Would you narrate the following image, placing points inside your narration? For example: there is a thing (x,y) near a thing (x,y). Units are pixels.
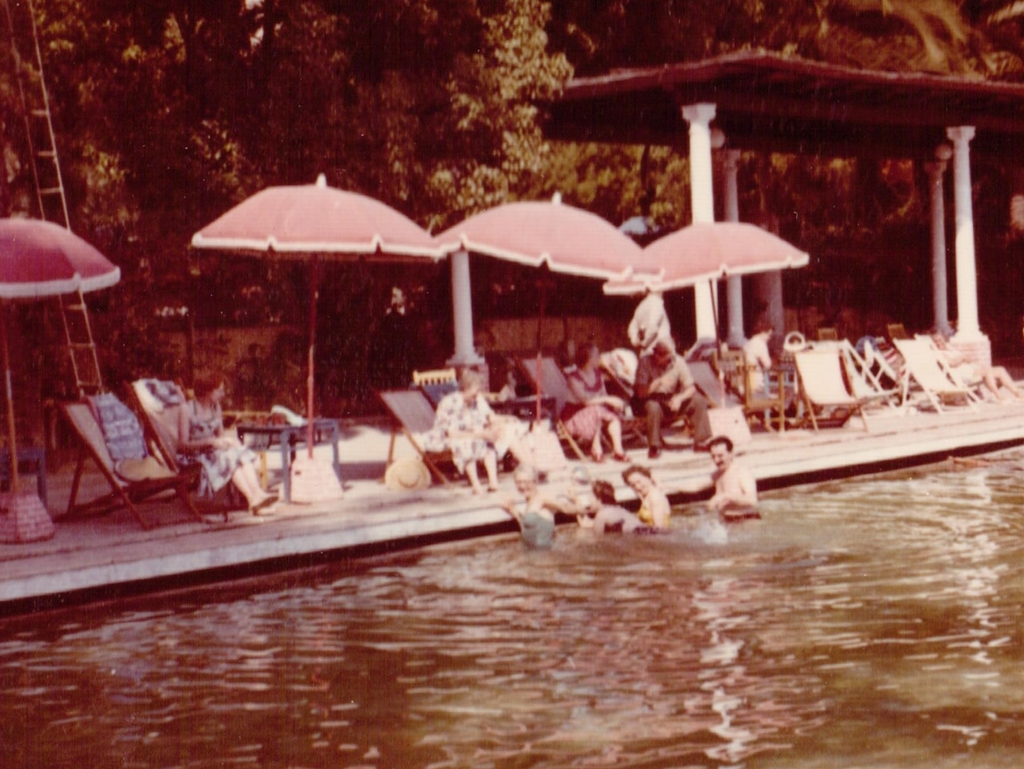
In this picture we can observe a swimming pool (559,644). There are some people (592,489) in this swimming pool (702,509). There are men (725,505) and women (576,503). We can observe umbrellas (319,225) and chairs (96,438) here. We can observe five white color pillars (701,180) here. In the background (389,85) there are trees (314,61).
